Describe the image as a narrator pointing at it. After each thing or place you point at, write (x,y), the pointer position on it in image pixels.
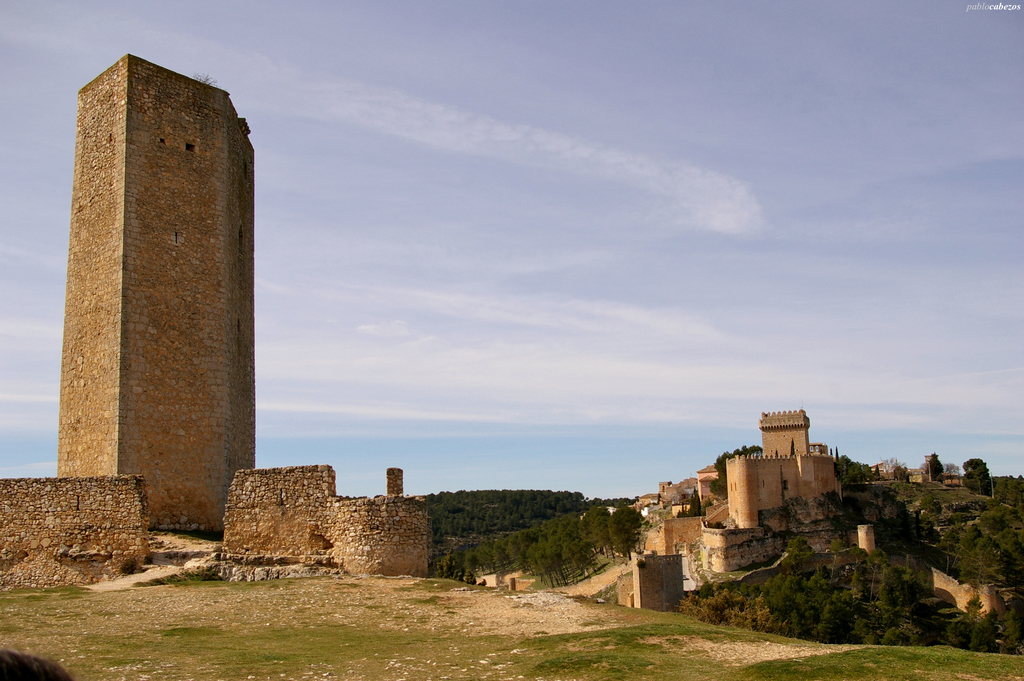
This image consists of a fort (727,510) on the right (787,475), which is covered with plants (894,615) and trees (897,595). At the bottom (494,654), there is ground (554,648) along with green grass (229,640). At the top (148,39), there are clouds (577,142) in the sky (447,228).
